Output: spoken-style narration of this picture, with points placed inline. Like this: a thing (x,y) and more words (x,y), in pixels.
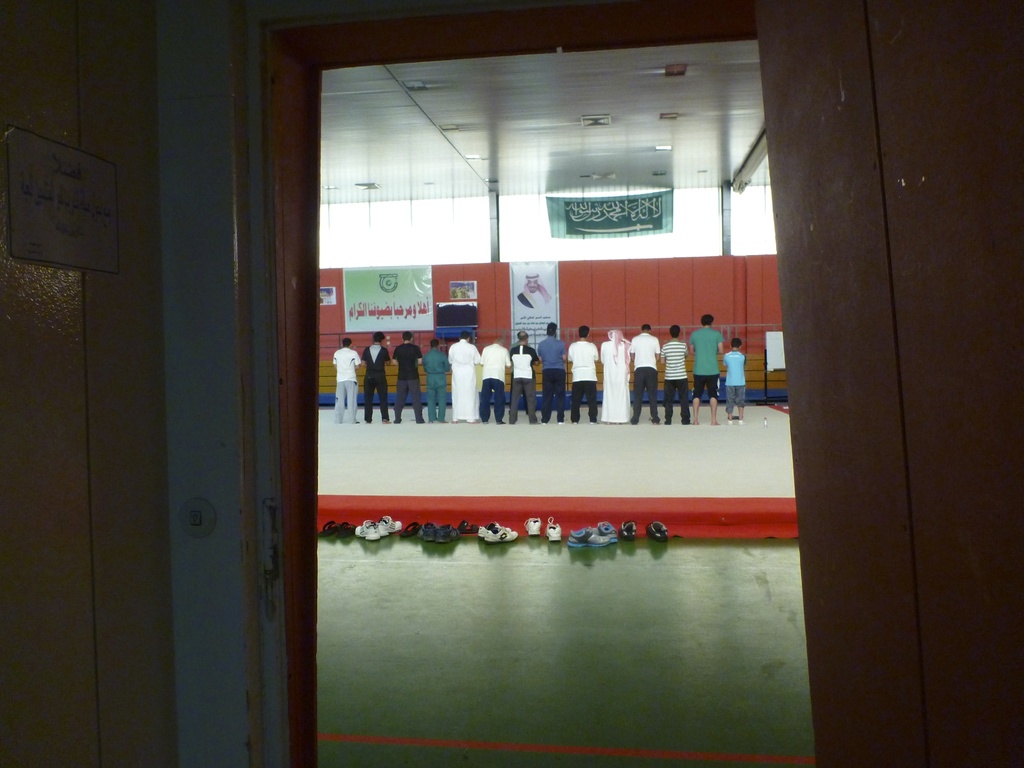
In this image there are group of people (518,380) standing one beside the other on the stage (464,457). In front of them there is a wall (503,301) on which there are posters (528,283). At the top (499,133) there is ceiling (566,112) with the lights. At the bottom (603,540) there are few slippers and shoes (488,534) on the floor (545,539). There is a banner (611,201) which is tied to the roof (593,187).
